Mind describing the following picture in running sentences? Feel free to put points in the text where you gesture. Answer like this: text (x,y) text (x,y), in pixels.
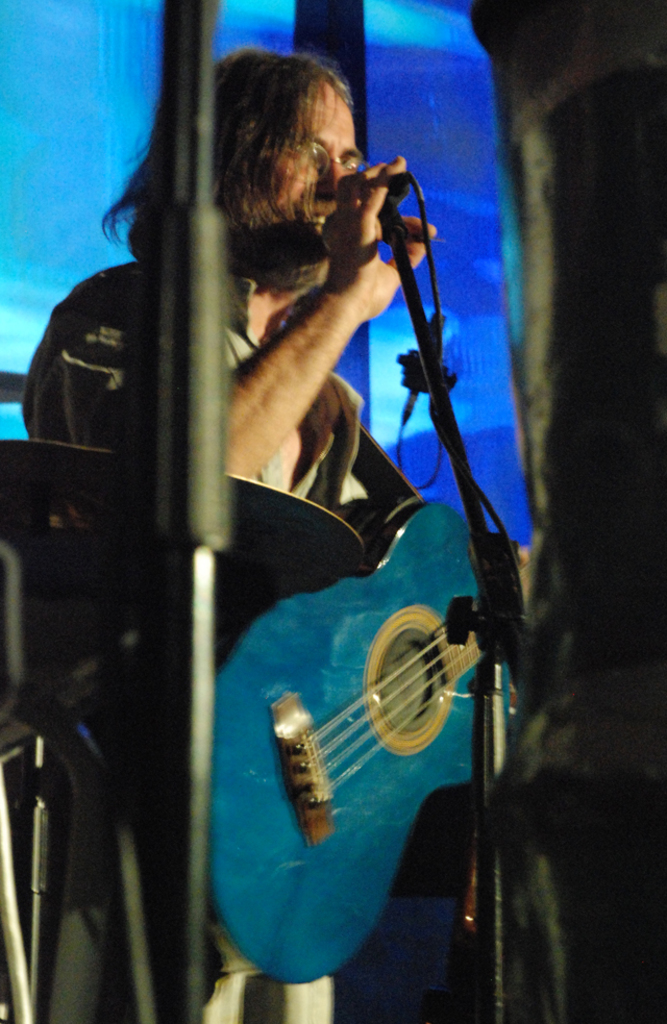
This picture shows a man (373,306) standing and singing with the help of a microphone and holding a guitar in his hand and we see drums (0,538) on the side.
